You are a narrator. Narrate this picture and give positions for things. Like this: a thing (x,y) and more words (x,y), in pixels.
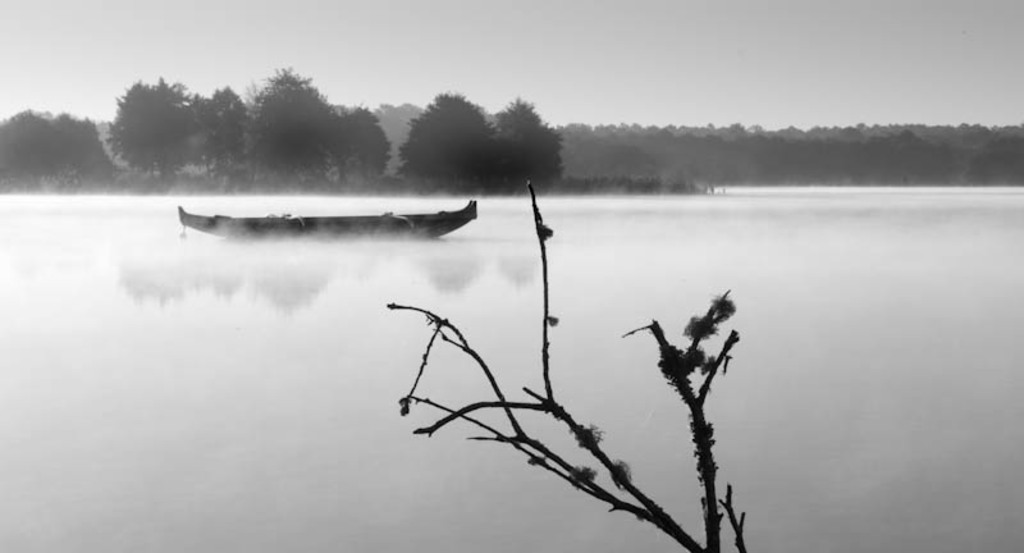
In this picture there is a boat (190,221) on the water (225,238). In the background (685,160) I can see many trees (286,152), plants (180,181) and grass (545,184). At the top (535,25) I can see the sky (529,21) and clouds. At the bottom (706,476) I can see the plant branches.
